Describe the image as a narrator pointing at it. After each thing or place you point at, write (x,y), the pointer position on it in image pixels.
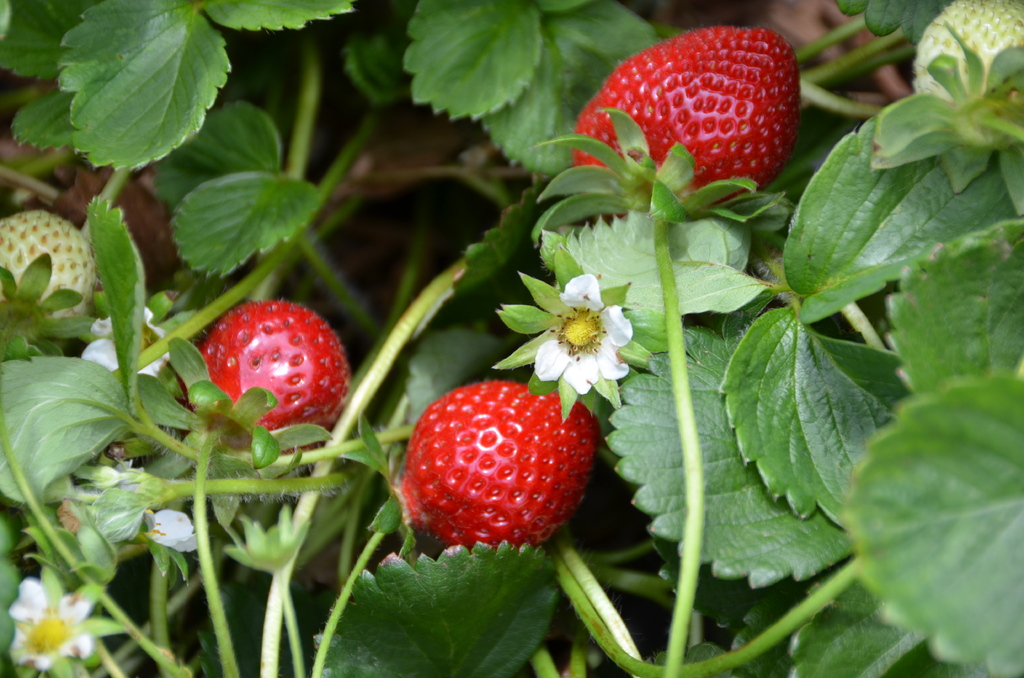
In this image I can see a plant (904,354) which is green in color, few flowers (564,306) which are yellow and white in color and few fruits (74,256) which are green, cream and red in color to a plant (697,336).
